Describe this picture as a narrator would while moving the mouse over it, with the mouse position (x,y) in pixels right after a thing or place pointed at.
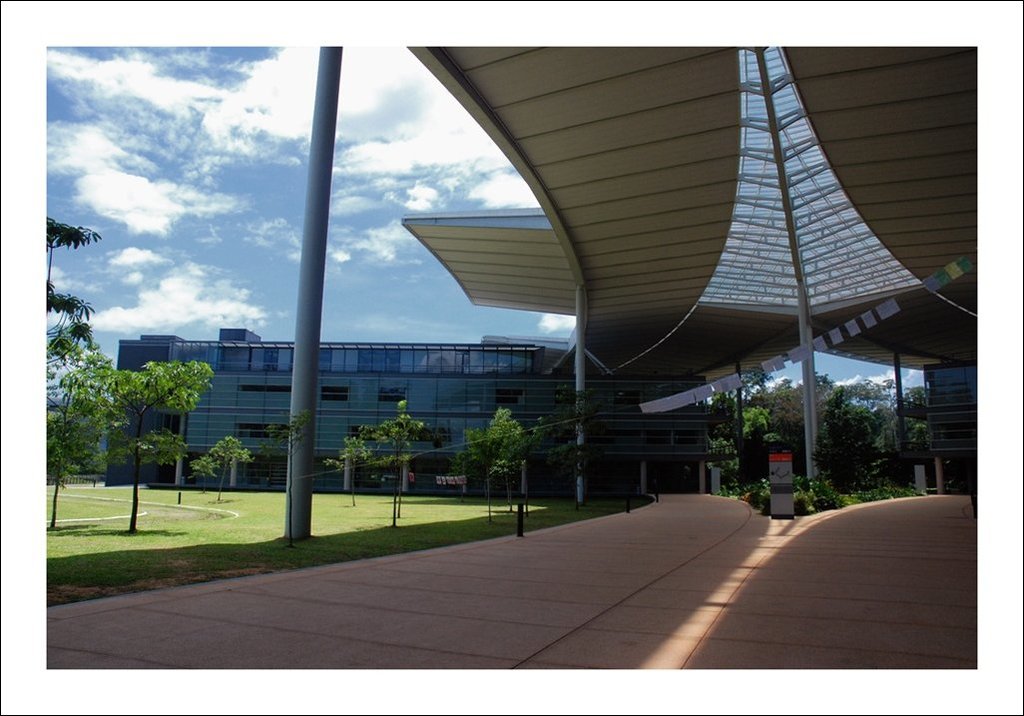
In this image we can see there is a roof (610,353) and building (613,444). And there are poles (306,436), trees (825,452), ground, board (785,467), grass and the cloudy sky (224,231).
